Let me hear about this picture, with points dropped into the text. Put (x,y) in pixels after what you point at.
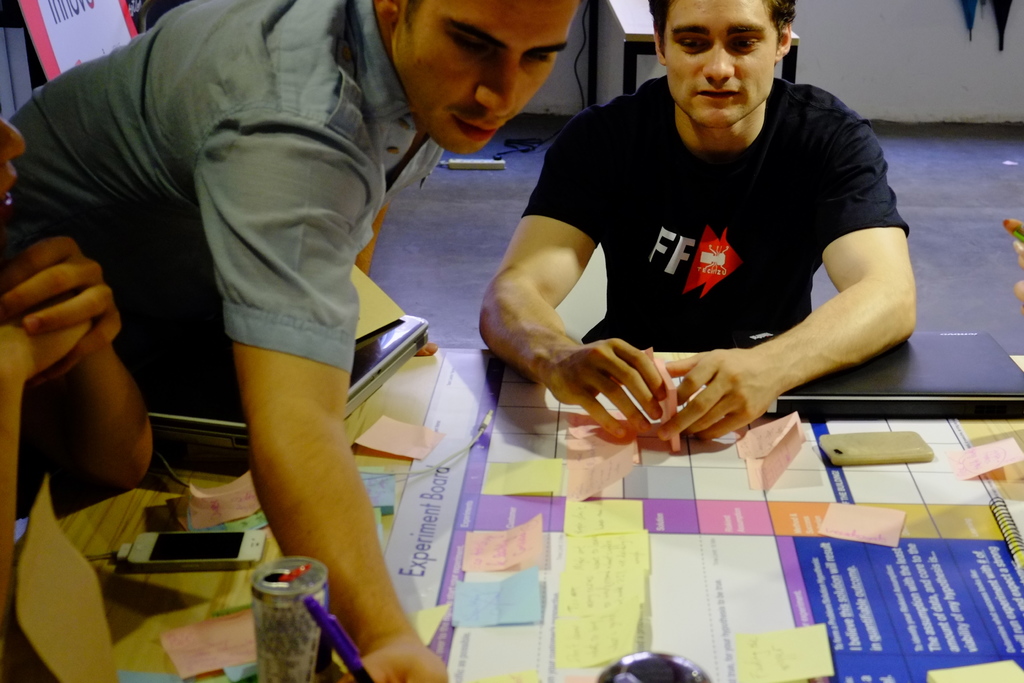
In the center of the image (630,339) we can see two people (618,336) sitting, before them there is a table (762,527) and we can see sticky notes (521,556), tin (312,569), mobiles (240,566) and laptops (343,398) placed on the table (157,496). On the left (207,309) there is a man (216,223) standing. In the background (615,92) there is a table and a wall (881,42).
